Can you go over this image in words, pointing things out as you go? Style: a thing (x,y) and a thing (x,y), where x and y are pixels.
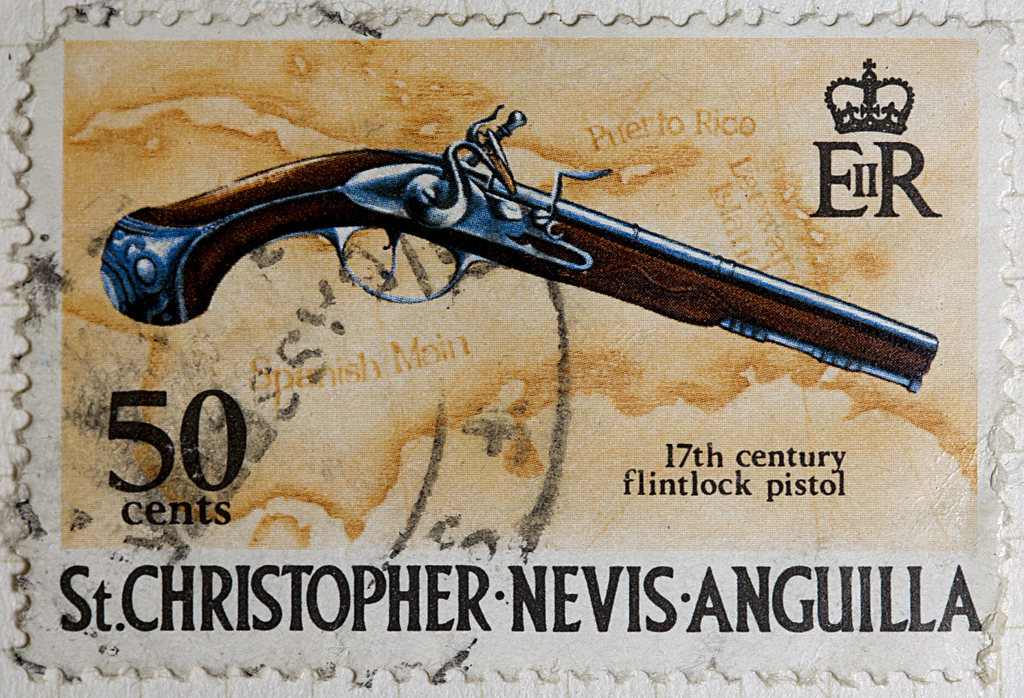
In this I can see a pistol (749,297). It looks like a stamp (552,316).
